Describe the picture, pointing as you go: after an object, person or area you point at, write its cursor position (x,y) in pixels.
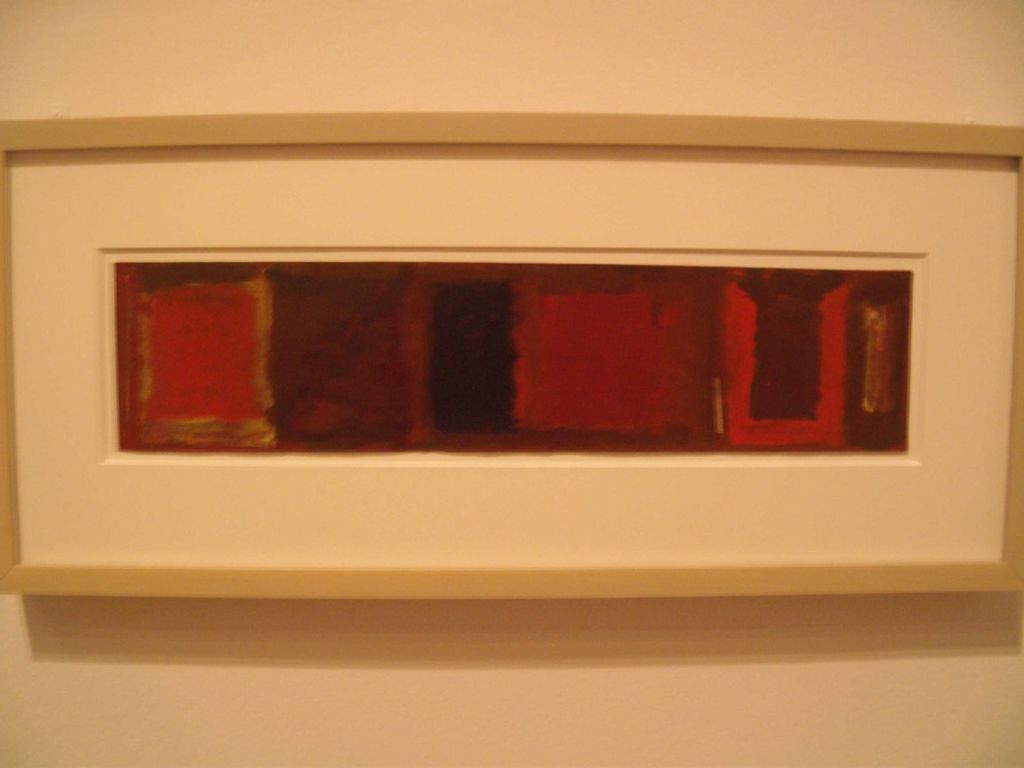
In this image there is a picture frame (504,254) on the wall (415,717).
